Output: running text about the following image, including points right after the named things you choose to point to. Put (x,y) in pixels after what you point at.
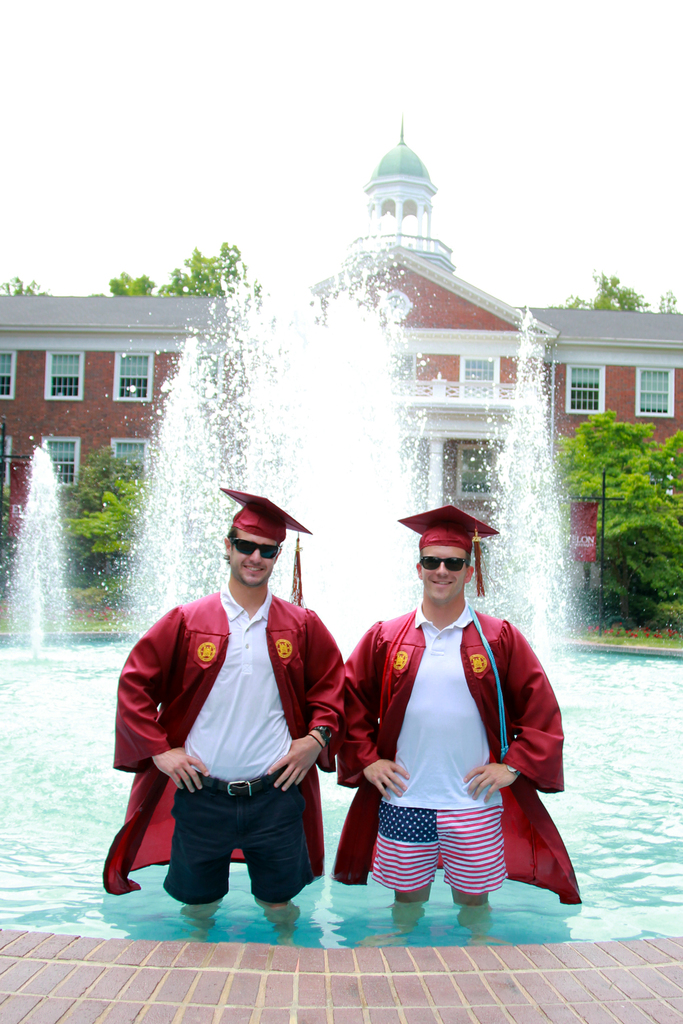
In this picture I can see 2 men (306,654) in front (335,710) who are standing in water (106,671) and in the middle of this picture (427,346) I see the fountains (180,476), trees (15,552) and a building (674,314) and in the background (265,109) I see the sky (192,106) and I see the path (471,983) in front of them.
